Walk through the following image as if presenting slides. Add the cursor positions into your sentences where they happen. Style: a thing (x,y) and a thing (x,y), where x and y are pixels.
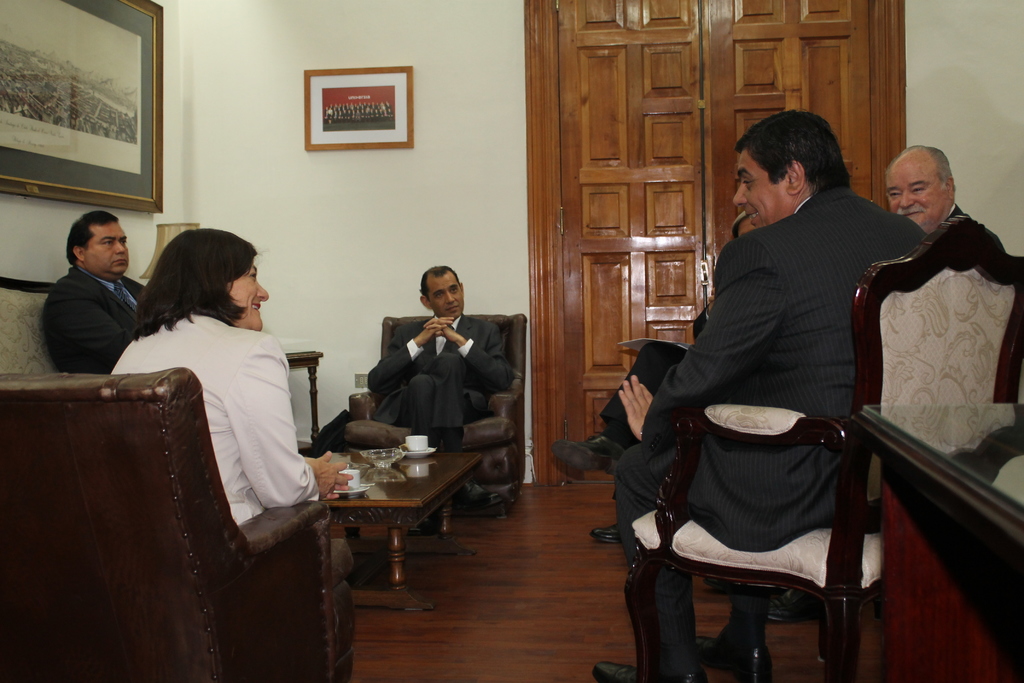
This picture is taken in a house (337,278) in a office (550,263). In the foreground of the picture (810,506) there is a woman (232,429) and a man (772,364) sitting in chairs (59,544). In the background (559,171) there is a door (720,56). On the top right (921,171) there is a man (945,202) and smiling. On the left (53,310) there is a man (44,308) seated in couch (29,311). In the center of the background (439,323) there is a man (455,369) seated in black suit (433,374). In the center of the picture (409,446) there is a table (435,479), on the table (398,462) there are cups (355,479) and a bowl (391,455). On the top left (80,94) there are frames (372,113) to the wall (279,142).
